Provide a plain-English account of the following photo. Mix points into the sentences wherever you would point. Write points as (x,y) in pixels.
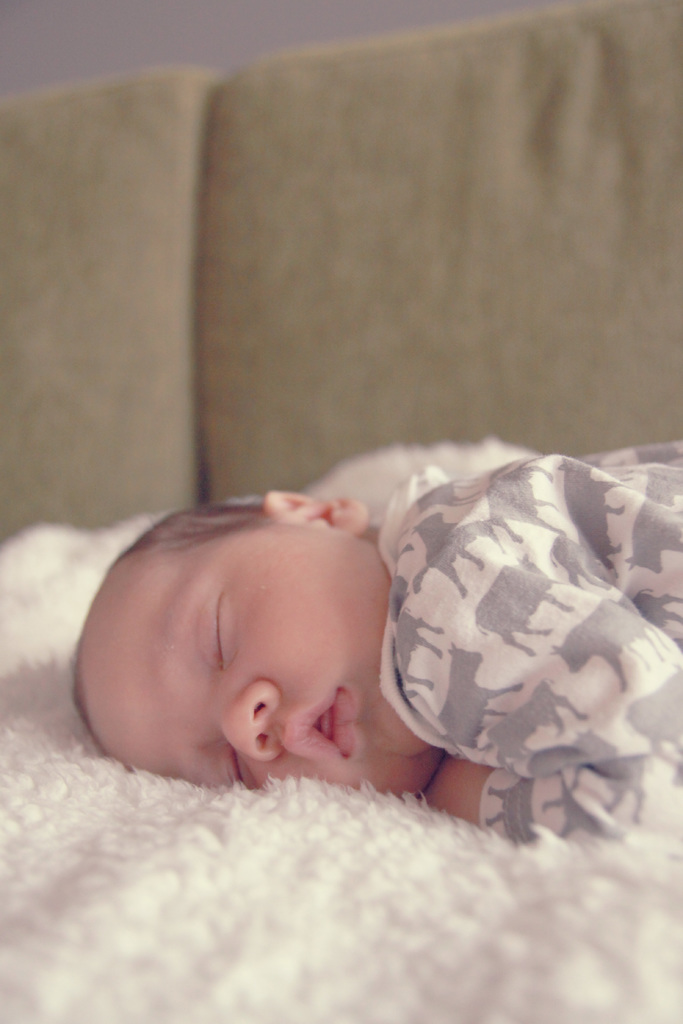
In this image a baby (412,732) is sleeping on a sofa (334,253).
